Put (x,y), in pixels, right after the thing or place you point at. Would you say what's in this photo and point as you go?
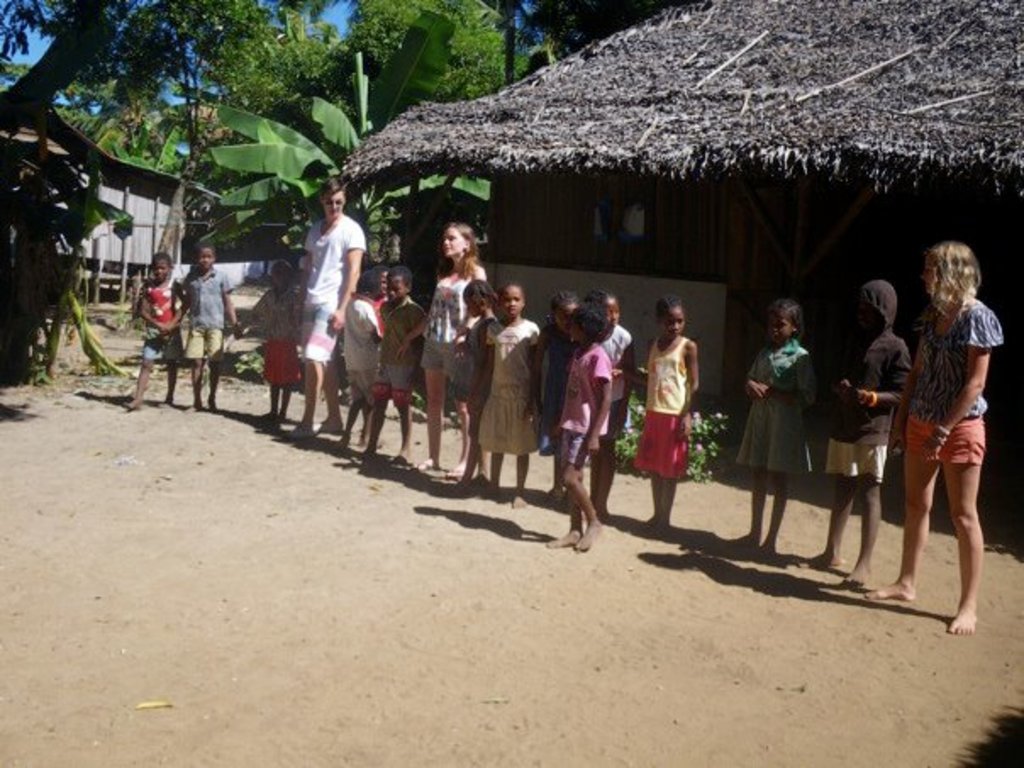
In this image there are a few people (428,351) standing in front of the hut (856,157), beside the hut (856,157) there are a few trees (248,126) and plants (147,136), there is another hut (101,191) on the left side of the image (123,169).
